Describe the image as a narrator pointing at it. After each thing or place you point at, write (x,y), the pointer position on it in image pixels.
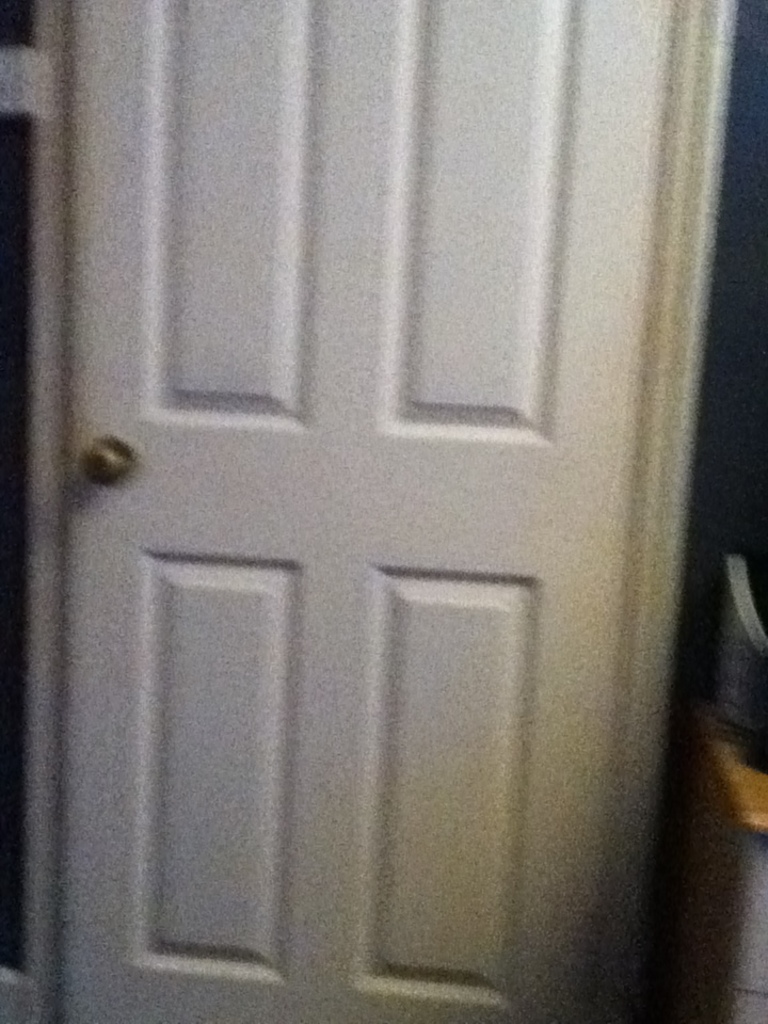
In this image I can see a door (473,368) in white color.
